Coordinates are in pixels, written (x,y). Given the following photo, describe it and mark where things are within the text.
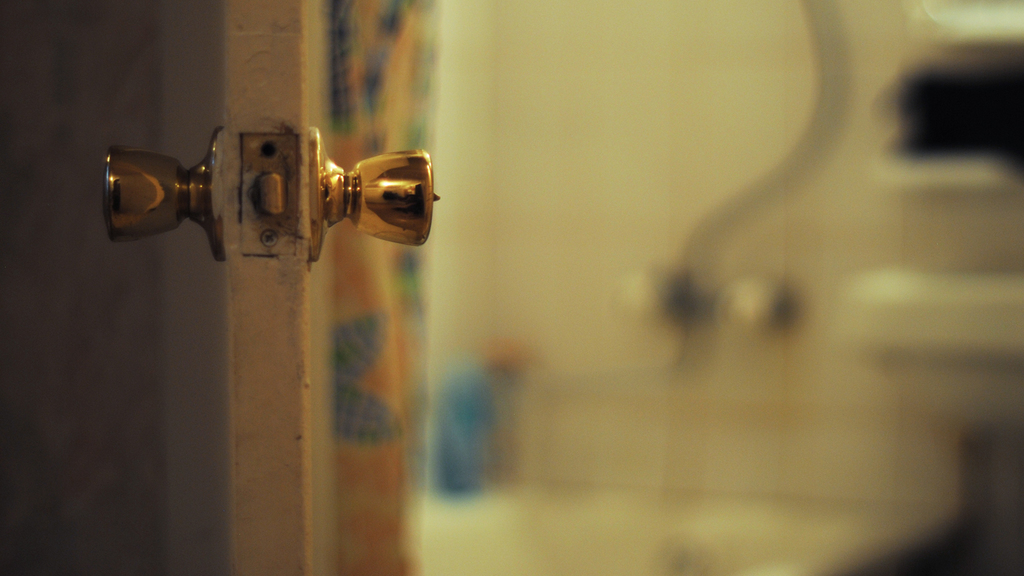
in this image there is one door (303,393) as we can see at left side of this image (300,301).
